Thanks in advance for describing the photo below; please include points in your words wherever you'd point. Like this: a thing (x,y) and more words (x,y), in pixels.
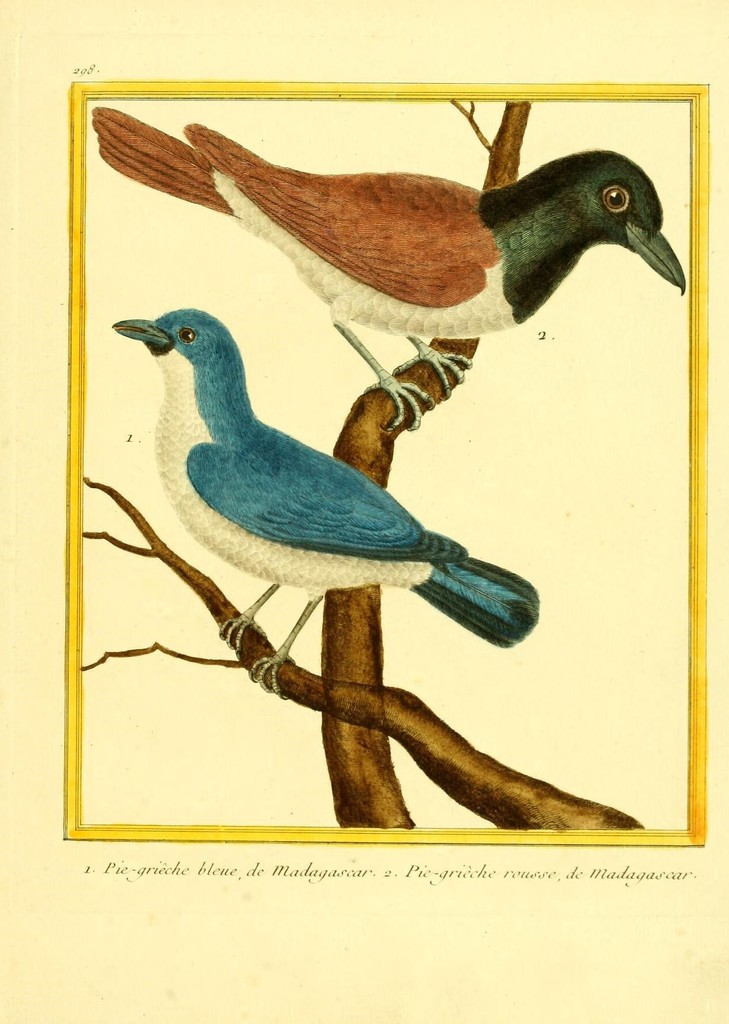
In this picture I can observe an art (325,267) of two birds (281,442) on the branches (355,640). The birds (402,246) are in brown, black, white and blue colors. I can observe yellow color frame (67,765). The background (151,683) is in cream color.
